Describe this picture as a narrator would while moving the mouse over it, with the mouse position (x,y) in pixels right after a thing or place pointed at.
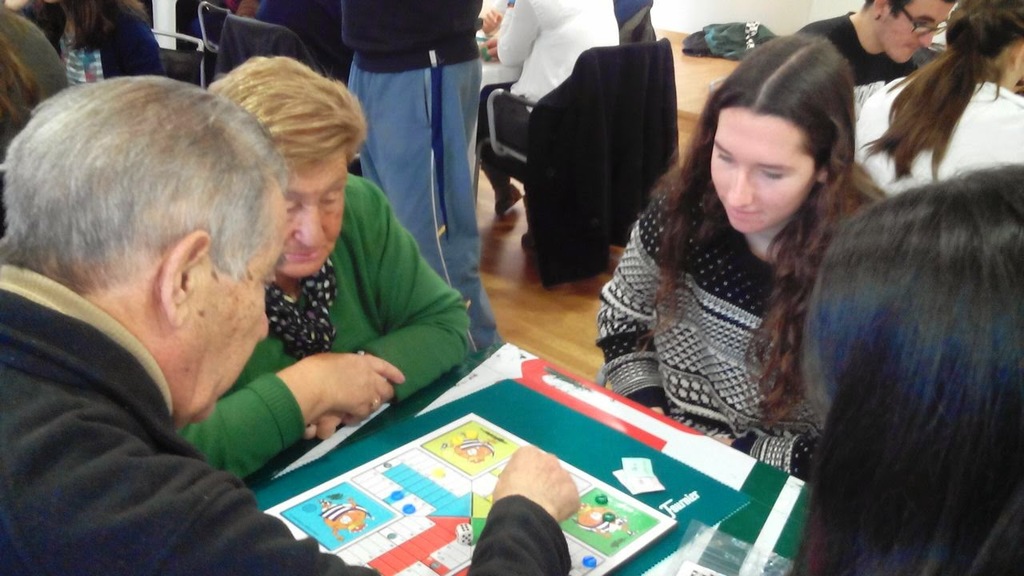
In this image there are group of people (685,253) sitting in chair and on table (662,556) they are playing a ludo game (598,572), and in the back ground (674,54) there is a person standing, cloth (712,51), table (719,78).
